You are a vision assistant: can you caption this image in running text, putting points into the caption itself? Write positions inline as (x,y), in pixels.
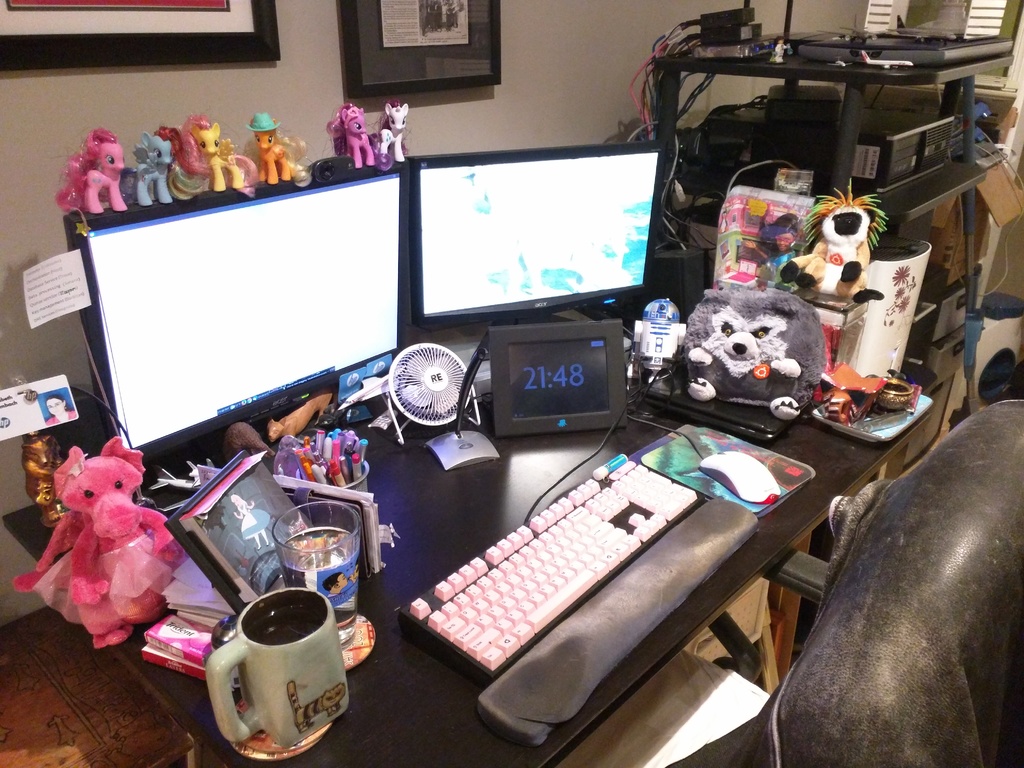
On this table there is a cup (250,654), glass (317,570), toy (96,546), monitors (199,347), keyboard (494,604), mouse (736,478) and things (649,383). On wall (532,45) there are pictures (491,45). In this rack (854,102) there are laptops (952,53) and device (912,134).
